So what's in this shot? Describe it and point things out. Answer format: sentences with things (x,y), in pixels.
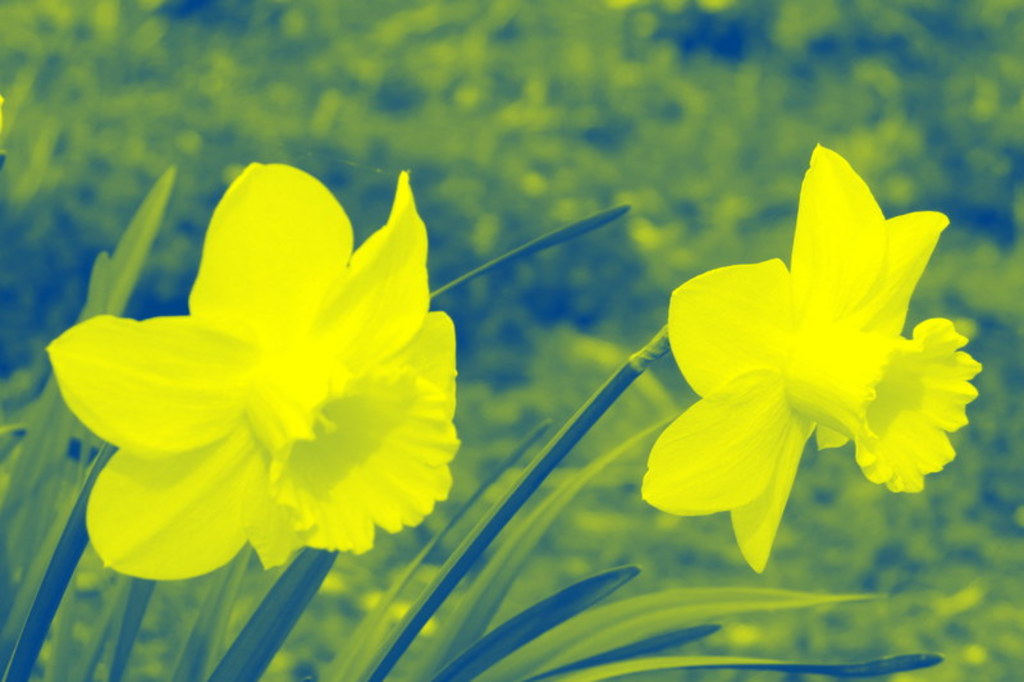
In this image we can see plants (369,482) with flowers (308,469). In the background (490,88) the image is blur but we can see plants (471,71).
